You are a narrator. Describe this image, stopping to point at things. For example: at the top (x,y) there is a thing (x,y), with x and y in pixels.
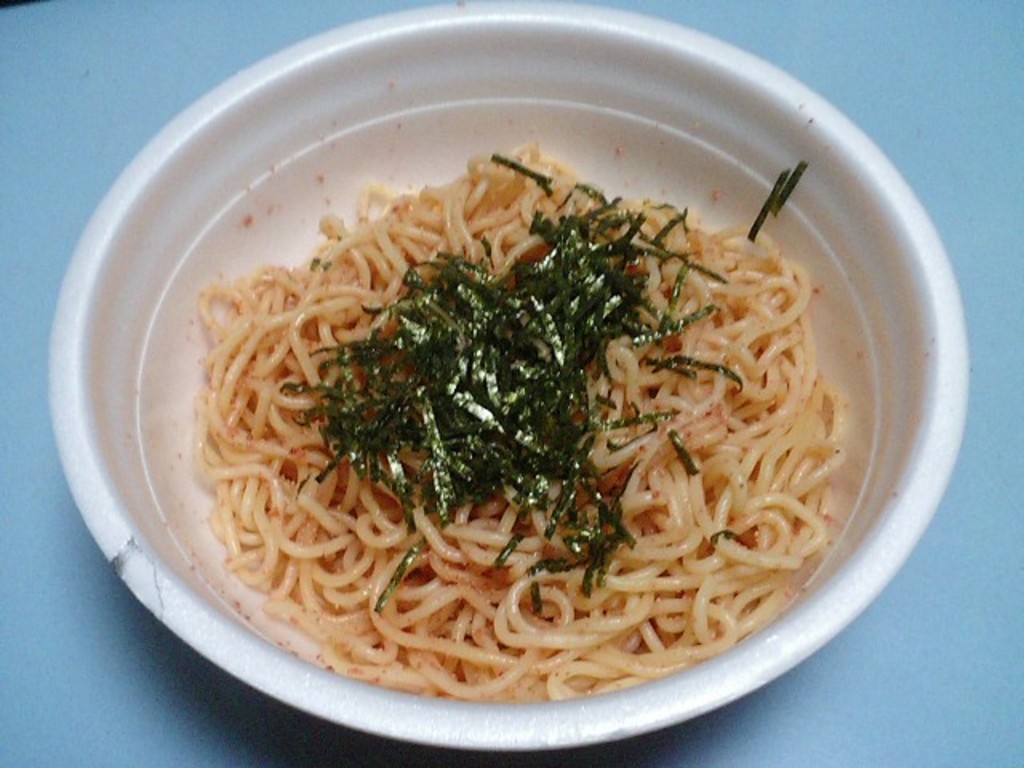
In this image there are noodles (442,208) and leafy vegetable (497,298) in a bowl (938,417), which is on the table (194,755).
